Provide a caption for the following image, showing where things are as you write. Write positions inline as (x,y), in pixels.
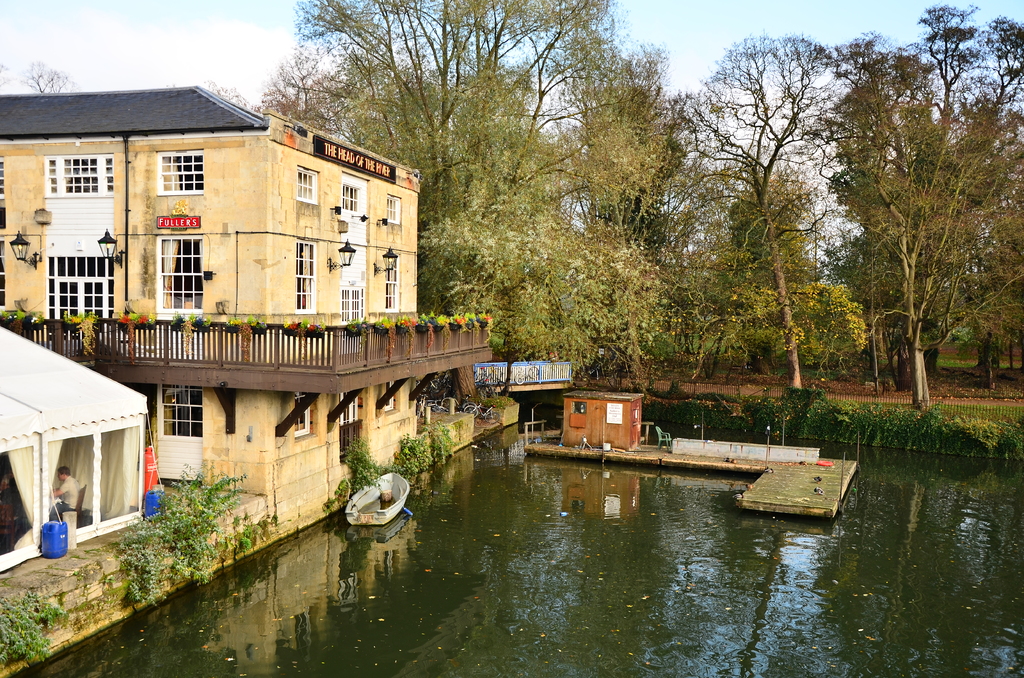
In this image I can see the water (611,607). On the water (657,604) I can see the boat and the hut (599,436) on the platform (548,450). To the side of the water (707,433) I can see the building (244,391) with windows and the shed (102,514) to the side. I can also see the railing (250,366) and boards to the building (168,307). In the background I can see many trees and the sky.
